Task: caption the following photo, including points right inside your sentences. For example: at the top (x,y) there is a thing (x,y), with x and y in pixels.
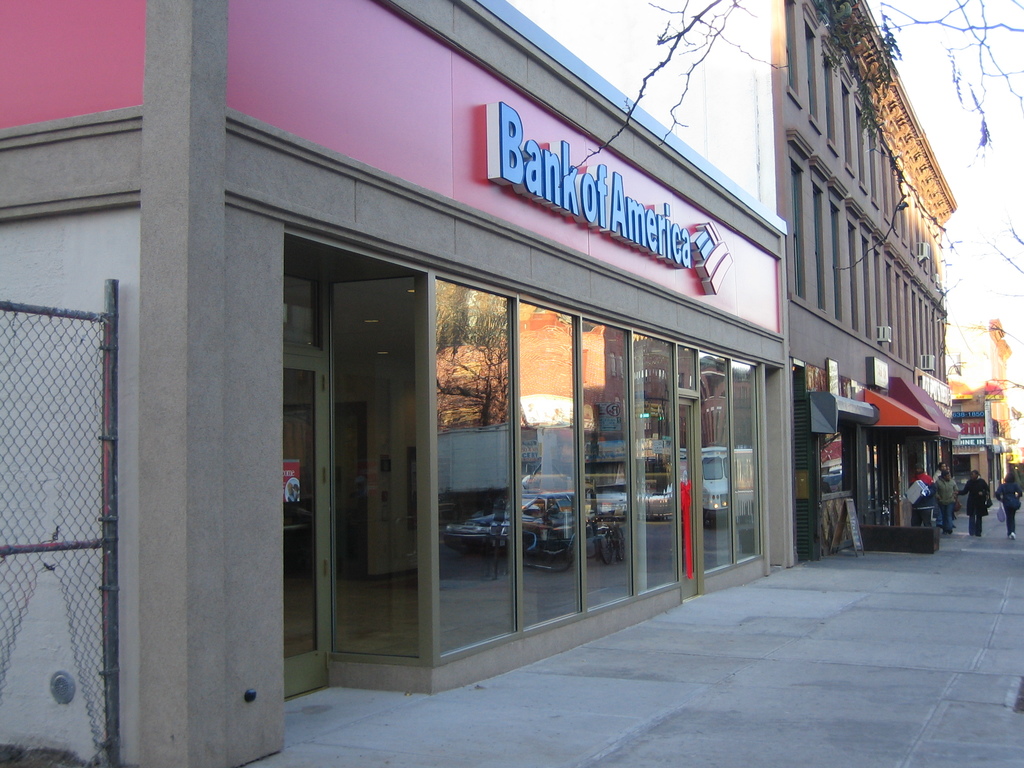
In this image in the center (623,407) there are some buildings (577,516) and some persons (946,493) are walking on a footpath (998,562), and in the background (736,44) there is a tree (981,43). At the bottom (765,674) there's a walkway (707,682), and on the left side (80,443) there is a net (85,465) and pole (113,535).
